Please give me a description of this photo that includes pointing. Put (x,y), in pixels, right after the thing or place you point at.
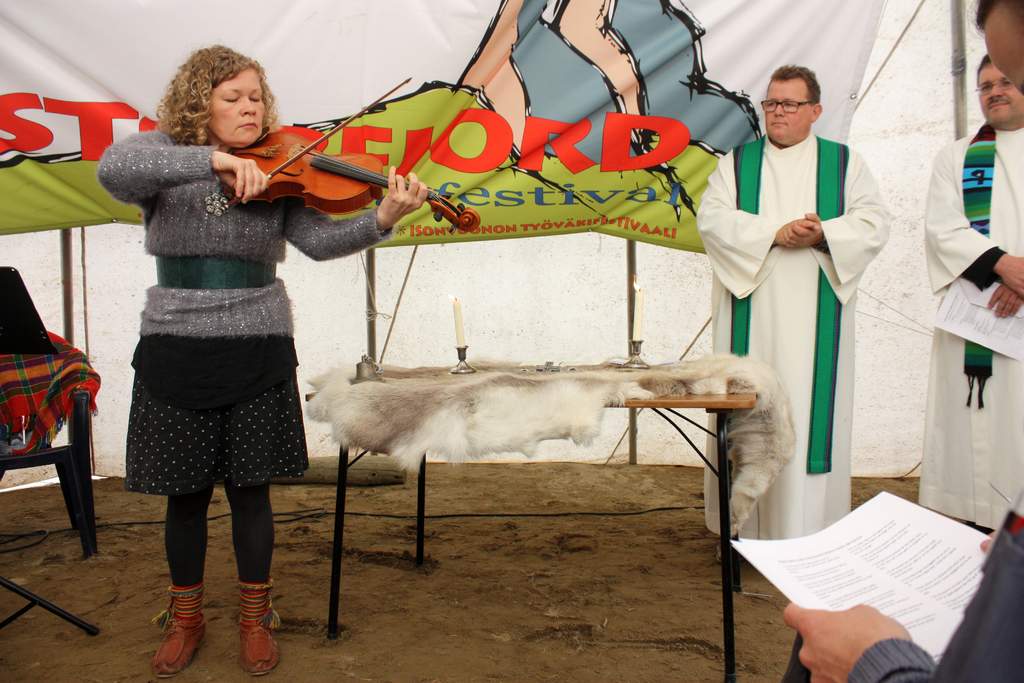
There is a woman (200,323) in the left (298,212), she is playing violin (328,181). There is a chair (67,339) behind the women (223,402), at the back (549,171) there is a banner (470,165) in the middle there is a table (694,405), there is a candle (461,339) on a table (663,400). At the bottom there is a wire (520,514), at the right (729,233) two people (837,210) wearing white color dress (801,318) and at the front (993,580) there is a person (985,606) holding paper (762,559).
